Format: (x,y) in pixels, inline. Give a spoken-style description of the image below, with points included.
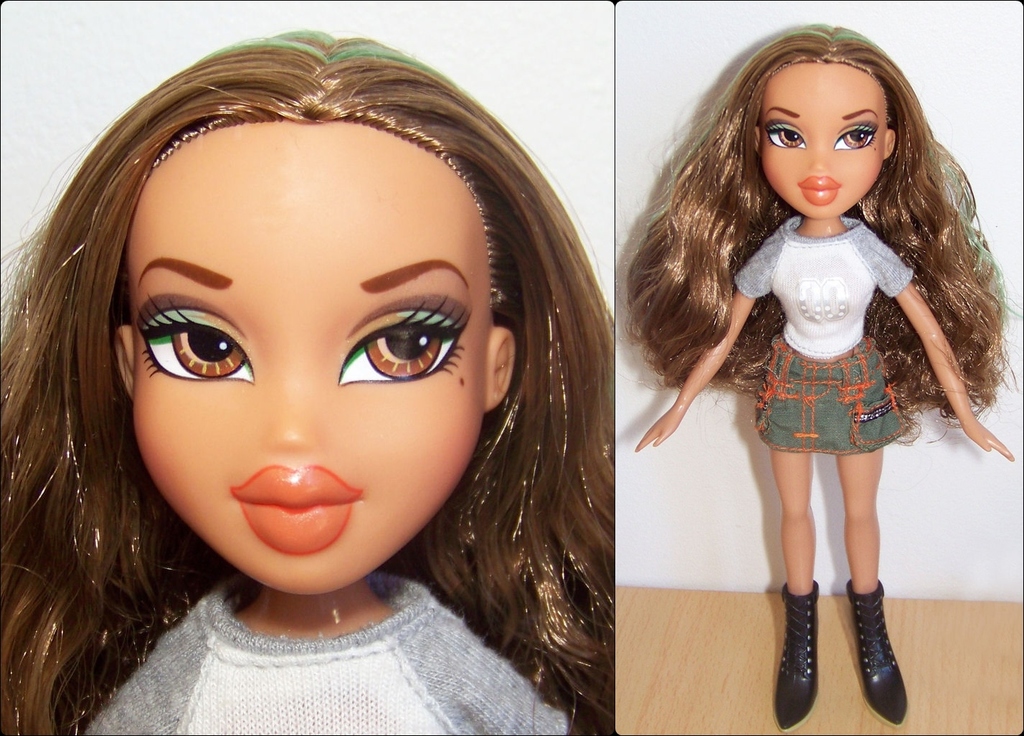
In this image we can see a collage picture of a doll (419,391).
